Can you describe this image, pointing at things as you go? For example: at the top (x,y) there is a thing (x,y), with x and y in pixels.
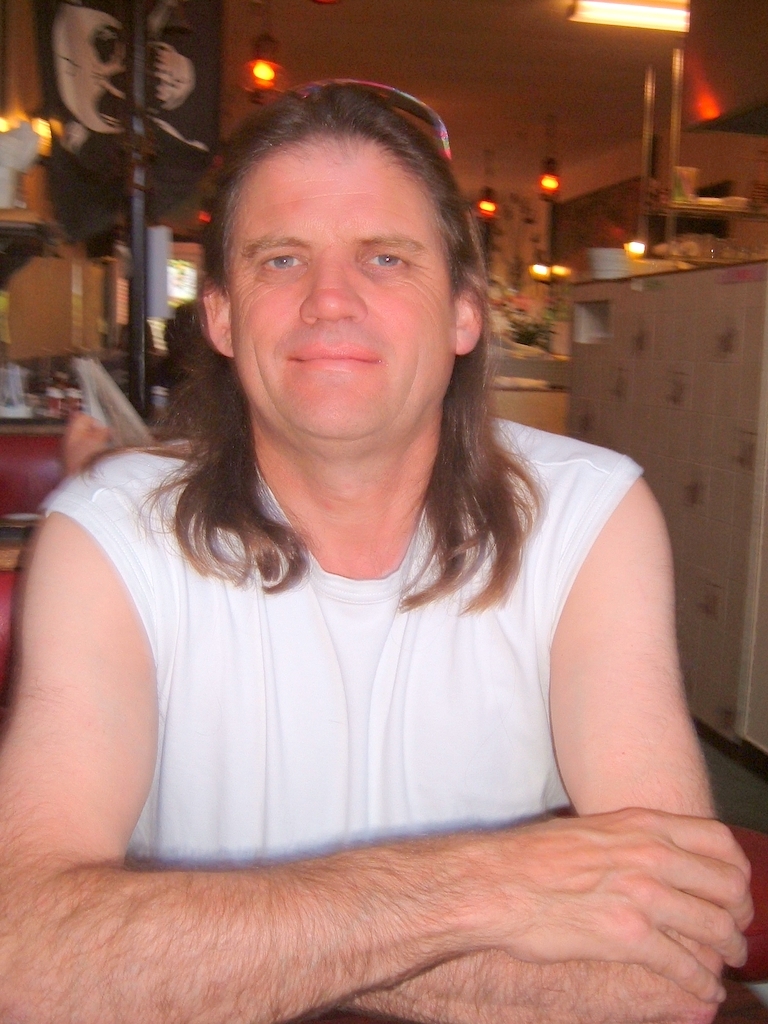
In this image I can see a person (334,725) wearing white colored dress (357,748). In the background (140,426) I can see a black colored pole (140,400), the ceiling (507,20), few lights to the ceiling (507,43) and few other objects (530,317).
